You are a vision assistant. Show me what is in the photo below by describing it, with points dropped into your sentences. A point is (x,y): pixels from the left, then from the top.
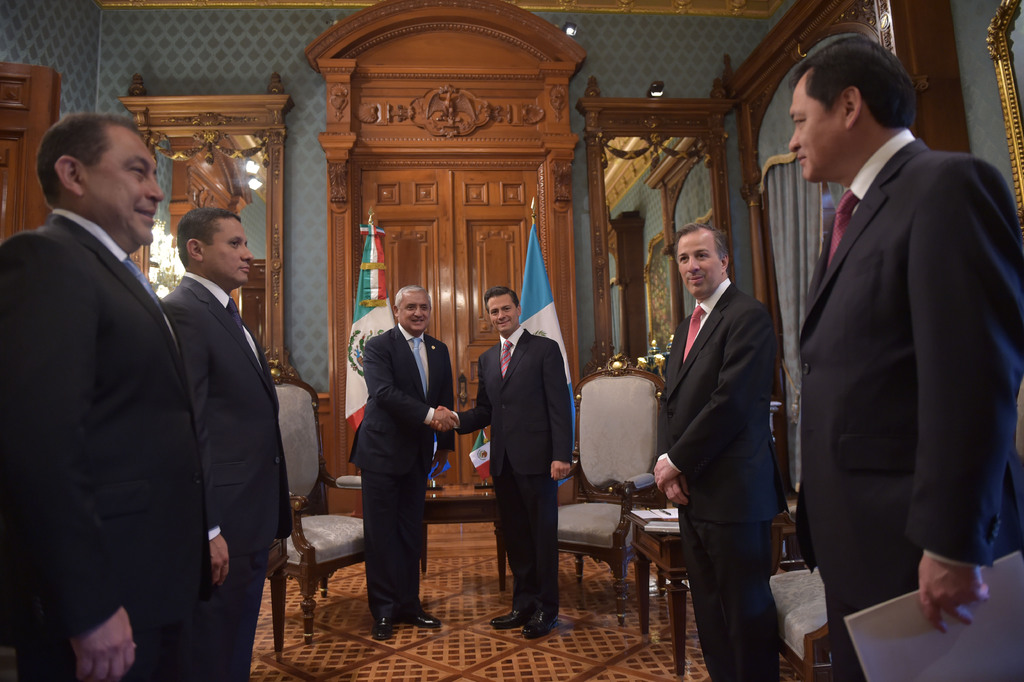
This image is taken indoors. At the bottom of the image (446,611) there is a floor (617,659). In the background (355,104) there are a few walls (309,254) with mirrors (212,131), sculptures (450,133), doors (503,258) and curtains (803,197) and there are a few flags (362,271). In the middle of the image (534,353) two men (390,483) are standing on the floor (454,573) and there are two chairs (579,527) and a table (653,540) with a few things (658,528) on it. On the left side of the image (36,499) two men (85,298) are standing on the floor (479,593). On the right side of the image (714,332) two men (701,451) are standing on the floor (463,594) and there is an empty chair (808,620).
